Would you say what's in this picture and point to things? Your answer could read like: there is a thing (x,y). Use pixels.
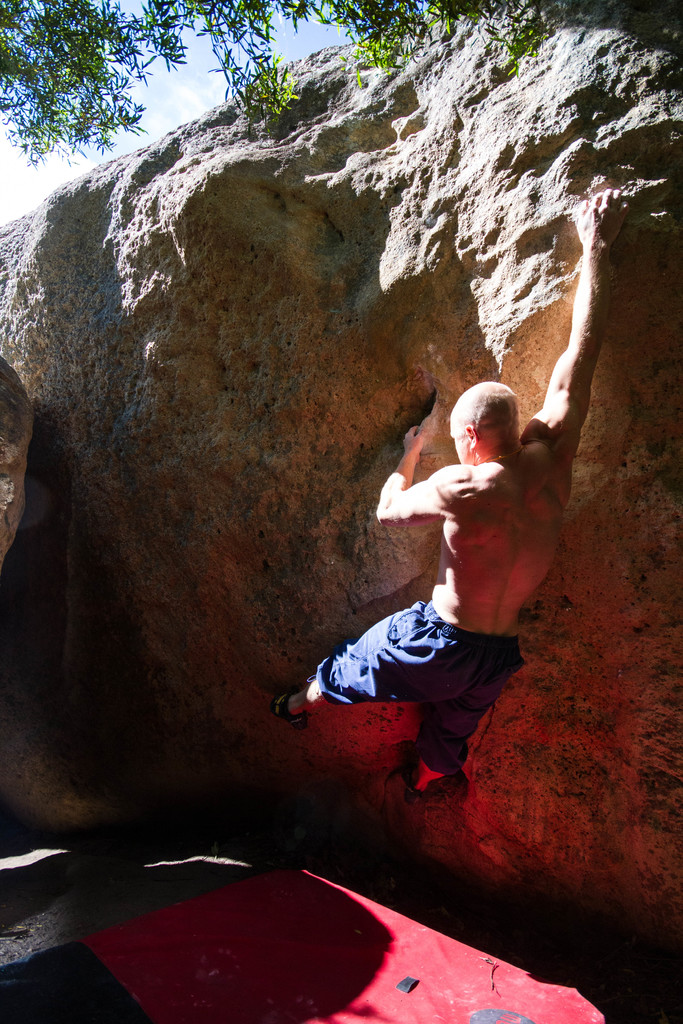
In the image there is a man (458,674) with blue pant (424,674) is climbing the rock (430,259). And to the bottom of the image (280,942) there is a red cloth (303,965) on the floor (43,939). And to the top of the image (195,28) there are trees (359,44) and behind the trees (86,125) there is a sky (11,159).
